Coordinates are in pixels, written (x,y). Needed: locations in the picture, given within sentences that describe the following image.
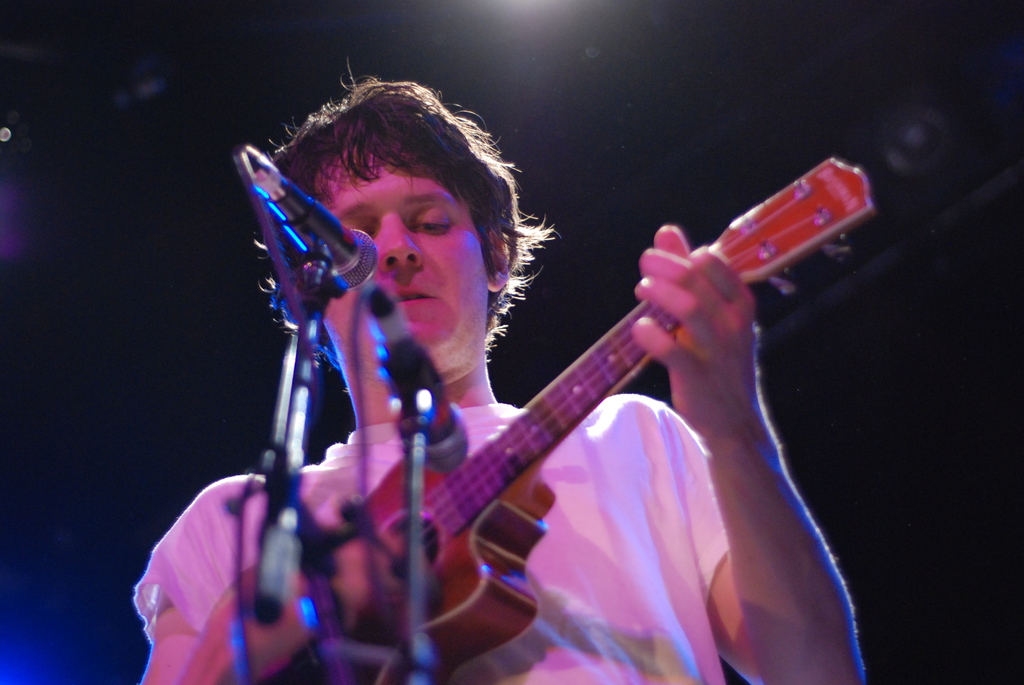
In this image there is a person (317,489) playing guitar (446,476) in front of a mic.
